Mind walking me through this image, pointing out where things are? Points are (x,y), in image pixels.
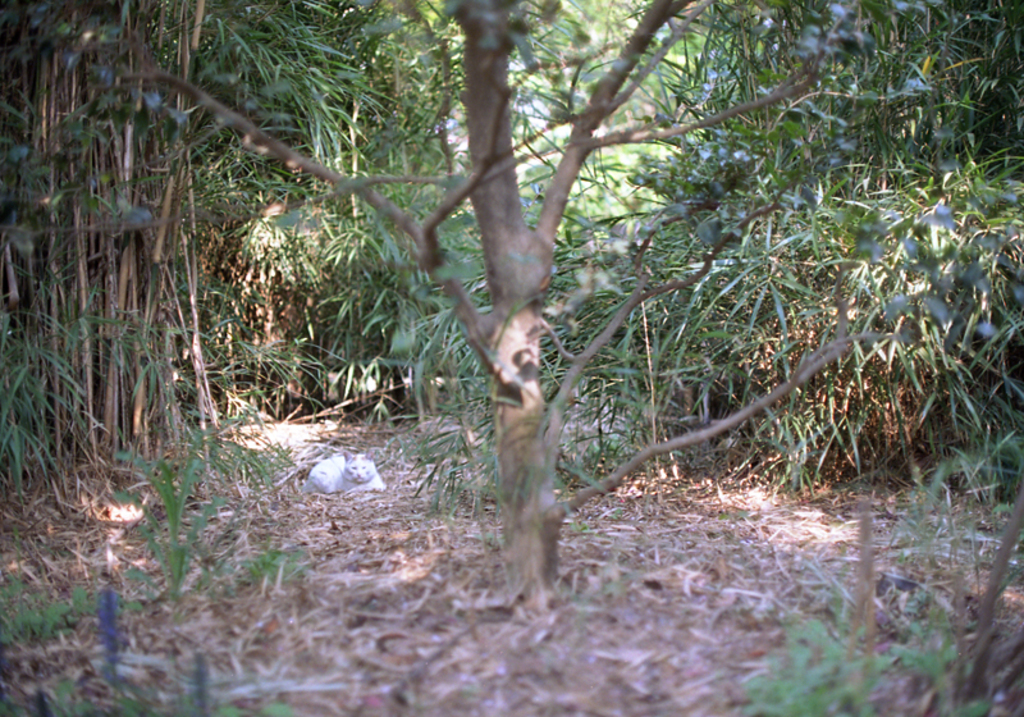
In the picture we can see a forest (712,613) with dried leaves surface (313,623) with bamboo trees (594,474) and plants (451,376).
